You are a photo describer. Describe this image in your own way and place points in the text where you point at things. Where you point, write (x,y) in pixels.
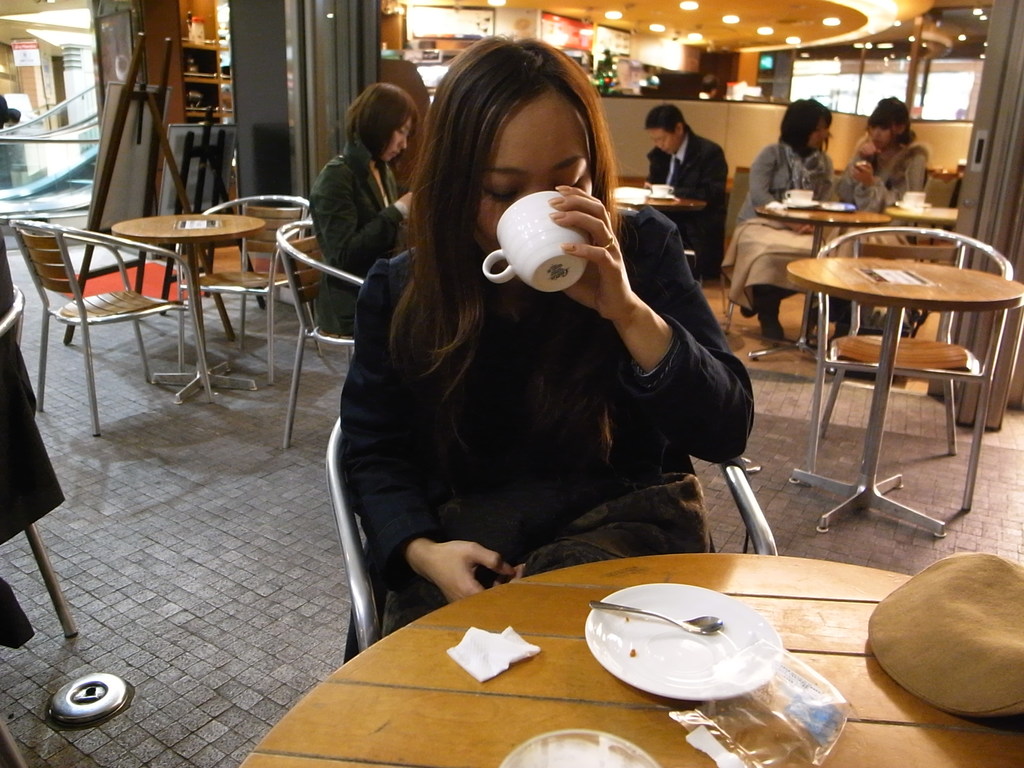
This picture shows a woman (614,511) seated and drinking coffee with the cup (541,200) and we see few people (402,142) seated on her back and we see a saucer (696,606) and spoon (719,618) on the table (551,601).
